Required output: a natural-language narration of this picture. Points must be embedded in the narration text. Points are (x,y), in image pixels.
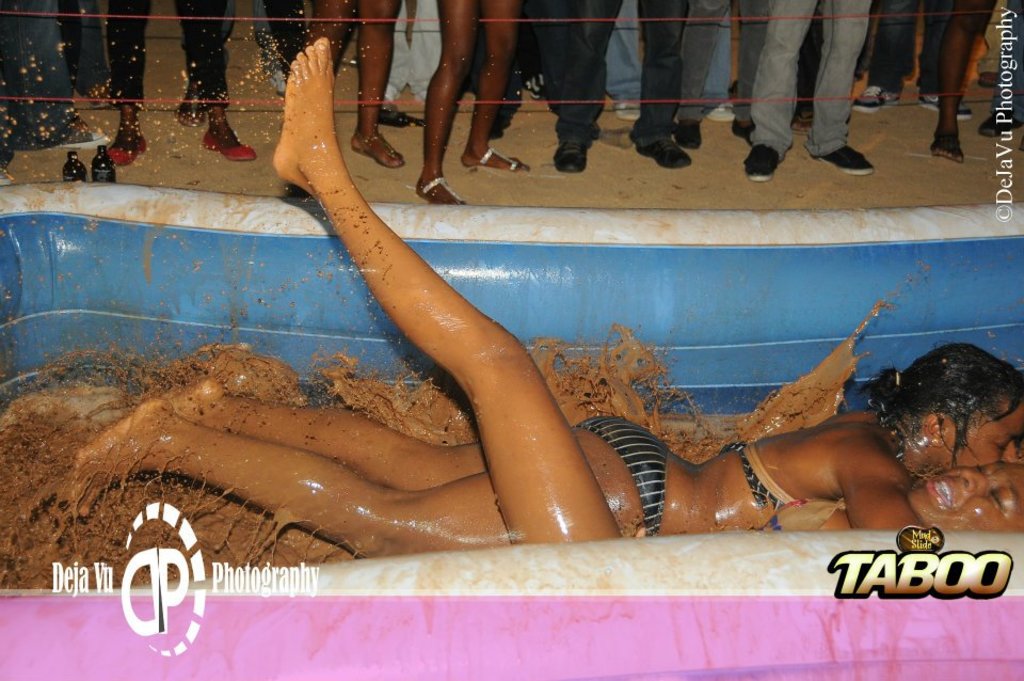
In this picture I can see 2 women (580,432) in front (532,427) who are lying on each other and they're in the mud (219,346). In the background (119,92) I can see the ropes (56,99) and number of people (725,35) who are standing. I can see the watermarks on the bottom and top right of this picture (1007,188).
